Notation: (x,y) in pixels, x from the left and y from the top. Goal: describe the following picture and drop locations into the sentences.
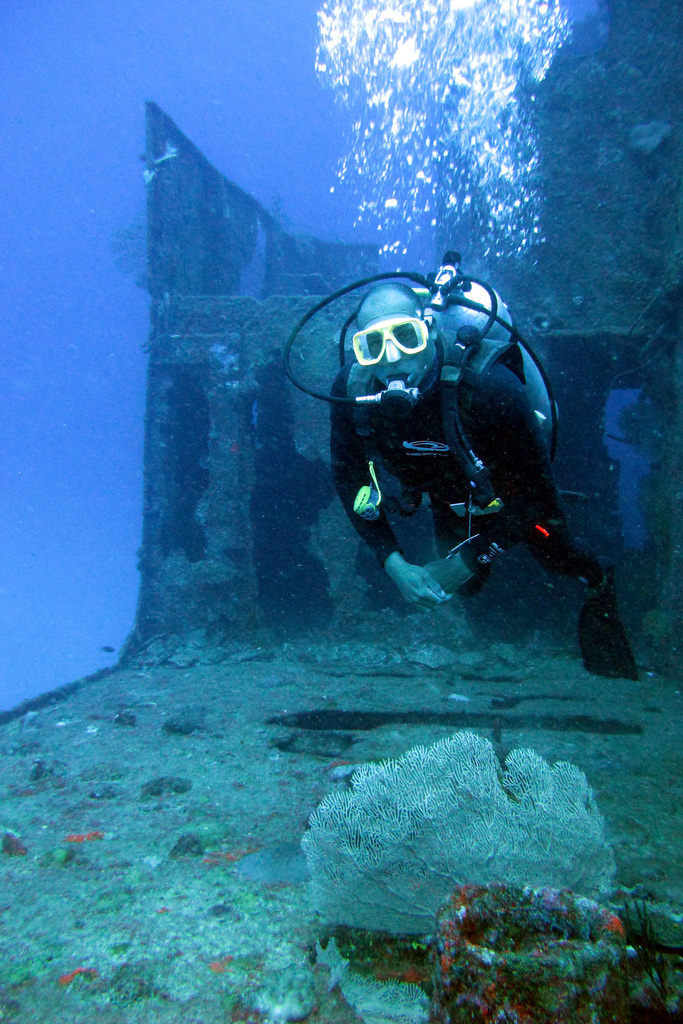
In this image, we can see a person (348,370) doing scuba diving in the water (55,371) and we can see a rock (315,292) and there are coral reefs (432,795).
